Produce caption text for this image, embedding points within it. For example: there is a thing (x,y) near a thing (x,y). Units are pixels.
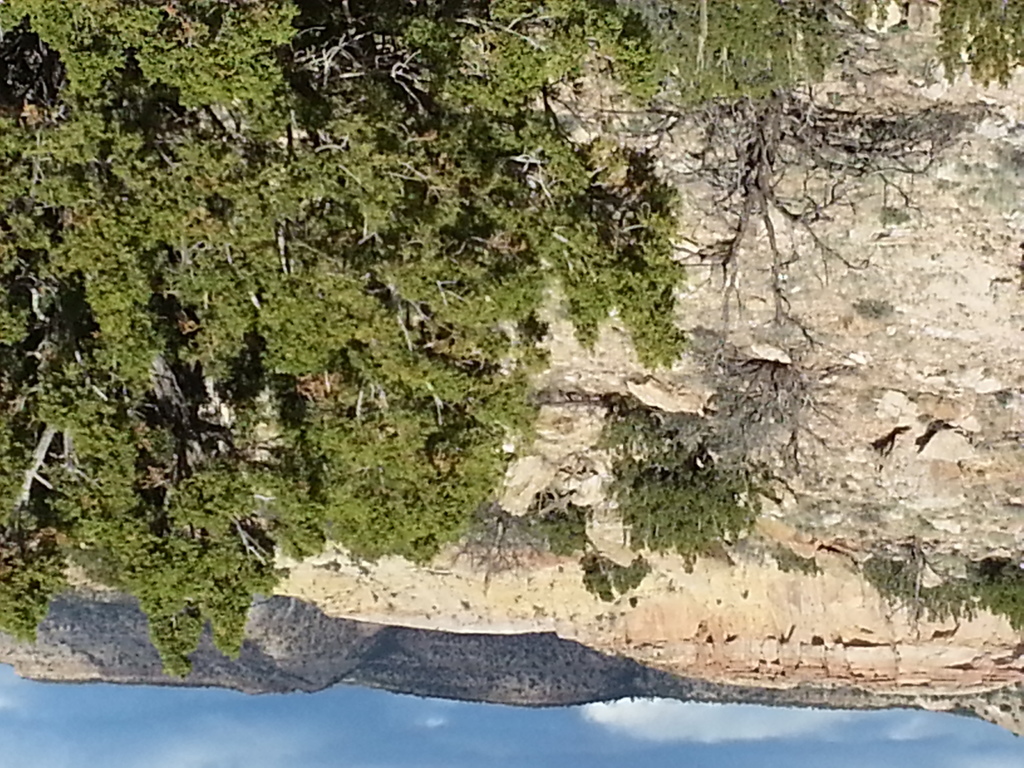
In this picture I can see there are few mountains (1013,451) and there are few trees (481,317) and the sky (710,728) is clear.
